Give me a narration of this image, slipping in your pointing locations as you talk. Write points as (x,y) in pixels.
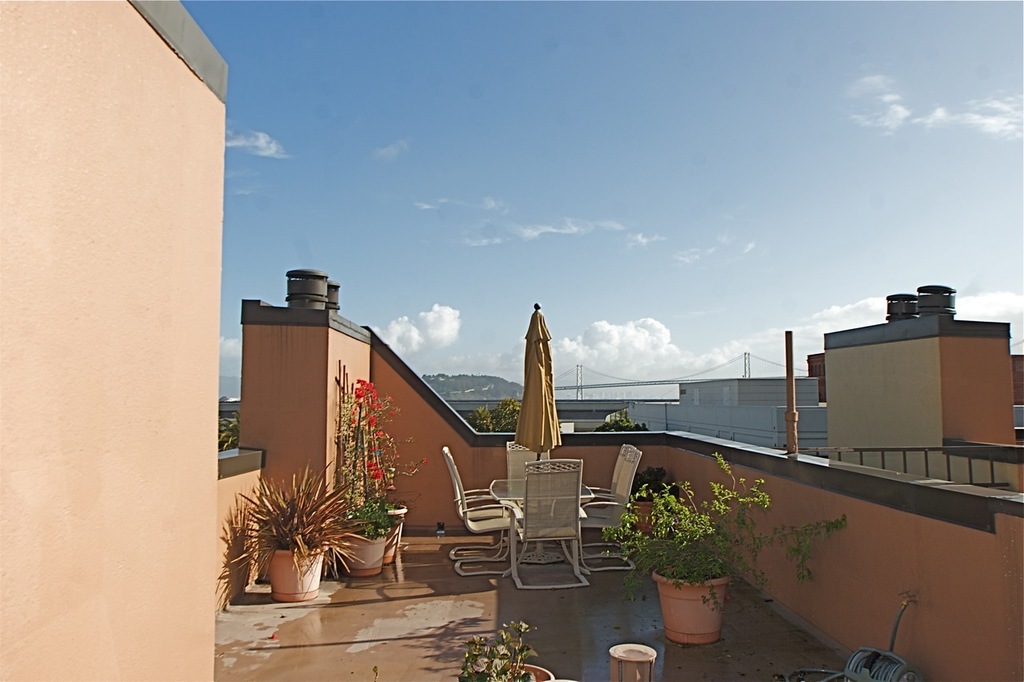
This image is taken on a building top (388,655), where we can see few potted plants (327,532), table (491,493), chairs (564,476) and an umbrella (538,423). In the background (890,457), there are buildings (227,405), trees (474,416), it seems like a bridge (566,388), a cliff (462,386), sky (604,76) and the cloud (627,346).
